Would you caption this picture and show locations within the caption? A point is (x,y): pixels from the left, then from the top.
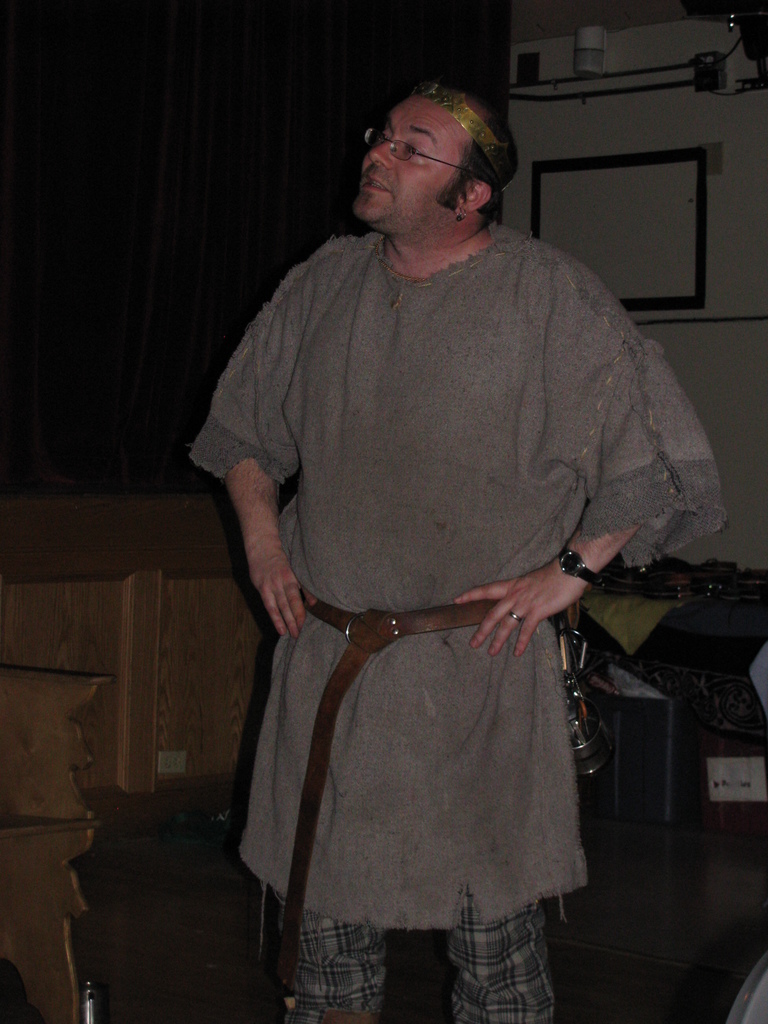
In this image we can see a man (439,312) with glasses (383,140) standing. In the background (162,53) we can see the curtain (272,42) and also a frame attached to the wall (685,198). At the bottom (665,850) we can see the floor (665,850). There is also a wooden object (123,579) on the left (89,695). On the right (687,639) there is a cloth (676,636).
